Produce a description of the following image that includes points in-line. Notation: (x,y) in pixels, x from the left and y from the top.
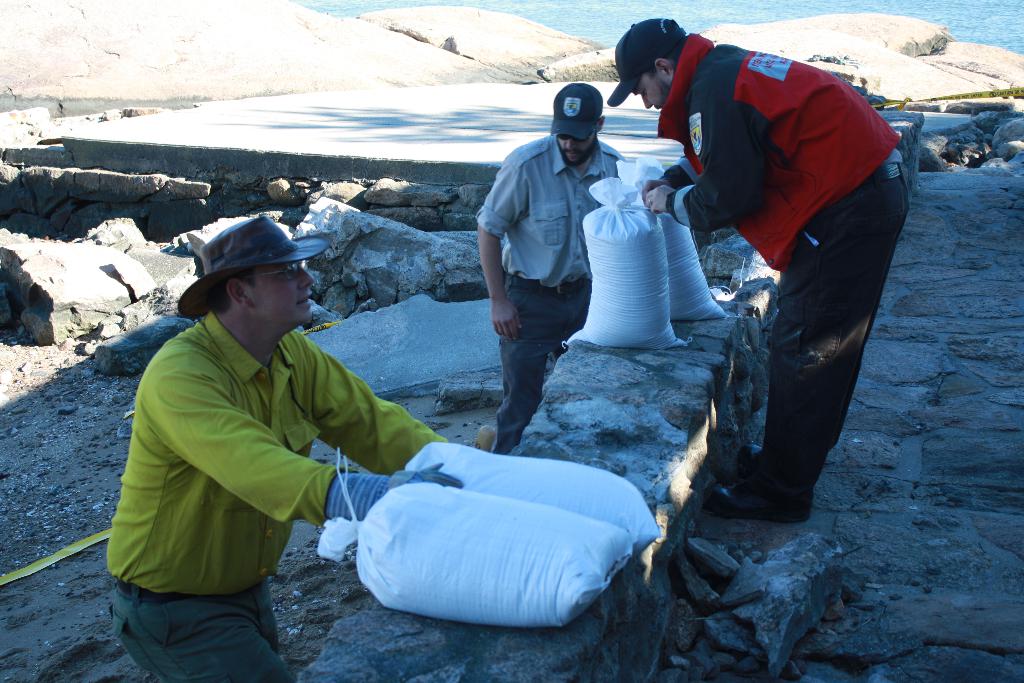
In this image, we can see three men (527,242) standing and we can see white color bags (530,464) and there are some stones (389,242) and rocks (348,242). We can see water (620,11).
